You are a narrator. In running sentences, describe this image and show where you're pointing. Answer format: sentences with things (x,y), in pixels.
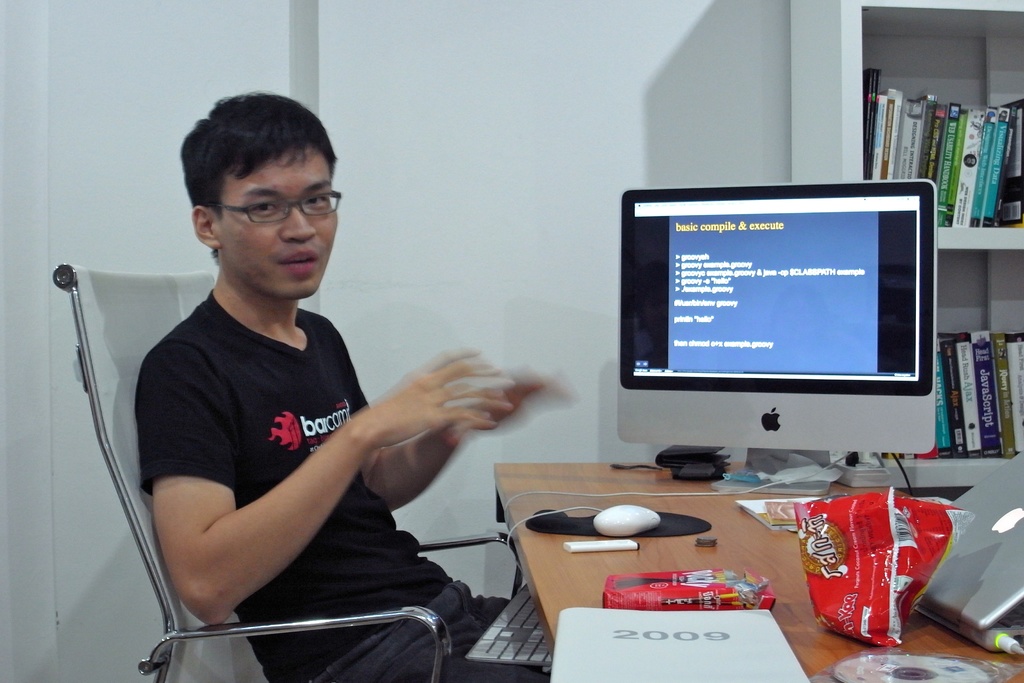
This is an image clicked inside the room (684,306). Here I can see a man (296,503) wearing t-shirt (224,422) and sitting on the chair (313,616) in front of the table (582,554). On the table (529,554) I can see a monitor (737,403), laptop (982,587) and few objects (756,642). In the background (562,162) there is a wall (667,134). Beside that I can see a rack (1017,289) having some books (981,177) in it.
